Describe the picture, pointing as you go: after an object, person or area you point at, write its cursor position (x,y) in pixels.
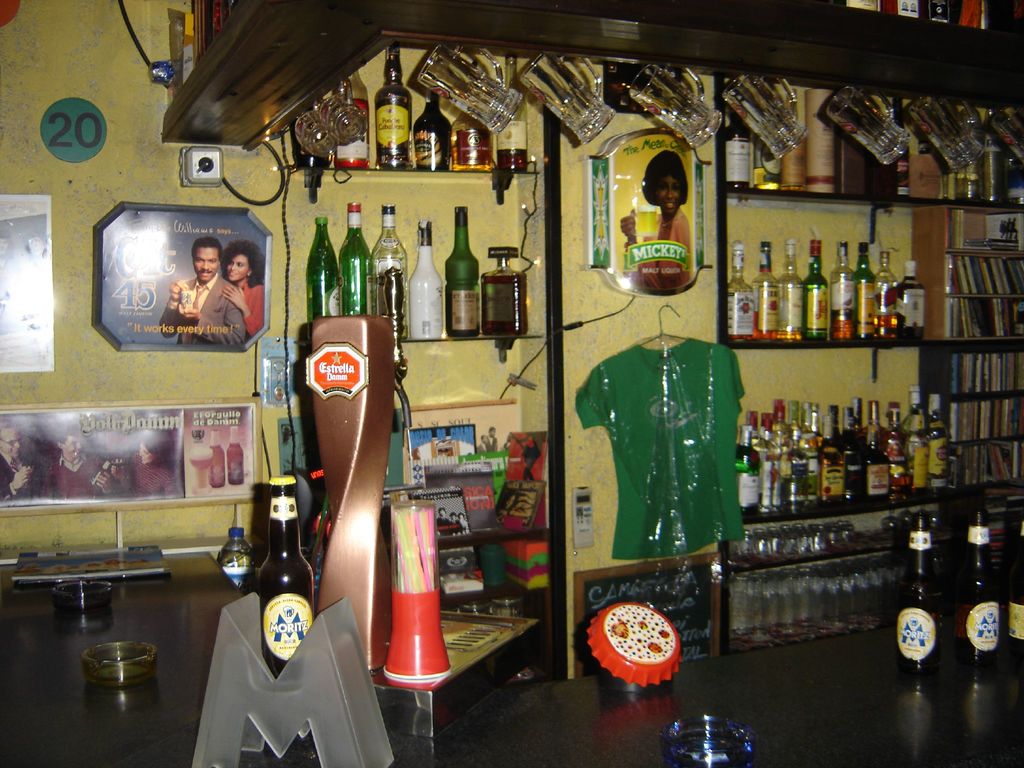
In this image I can see many wine bottles (840,263) in the rack (949,436). There is a green color t-shirt (683,418) hanging to the wall (616,327). To the left (2,289) there are frames (128,408) and boards (140,452) to the wall (99,211) and I can see few books (980,267) inside the rack (964,349). There are stickers (917,642) can be seen to the wine bottles (901,625) and there are many glasses (656,102) on the top (506,94).
